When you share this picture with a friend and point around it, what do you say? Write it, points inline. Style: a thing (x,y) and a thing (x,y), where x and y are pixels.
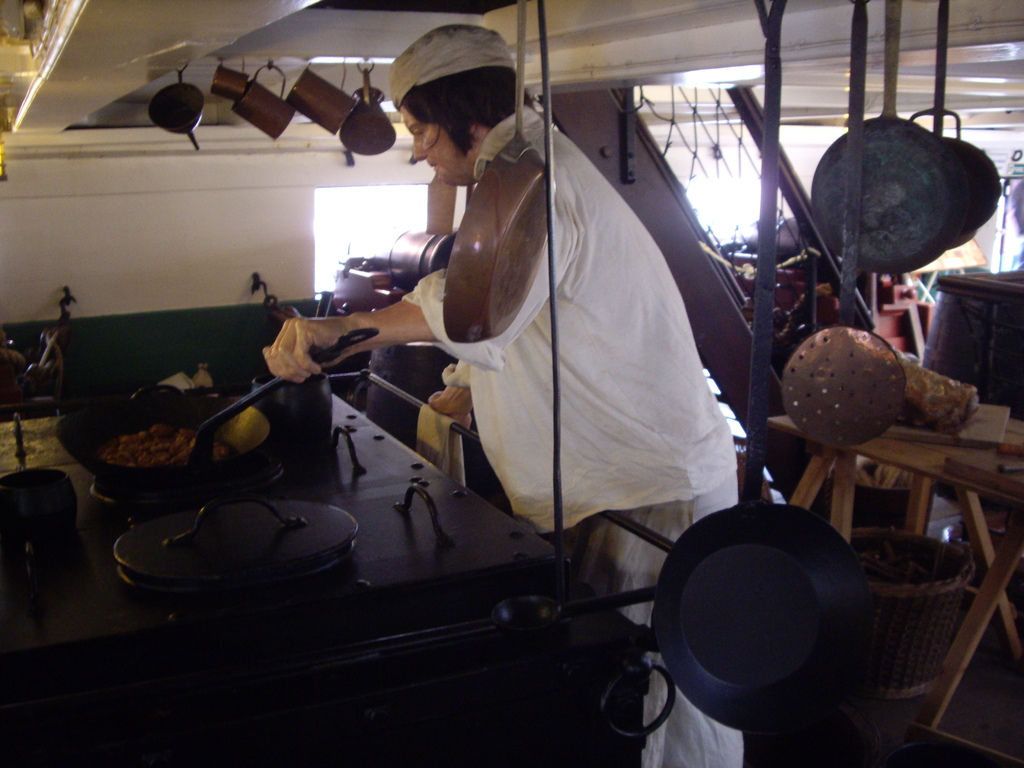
In this picture we can see a person (574,356) standing here, on the left side (191,494) there is a stove (153,541), we can see a pan (172,474) here, there are some mugs (290,106) here, we can see a spoon (840,375) here, there is a basket (931,603) here, this person (533,320) wore a cap (417,76).
